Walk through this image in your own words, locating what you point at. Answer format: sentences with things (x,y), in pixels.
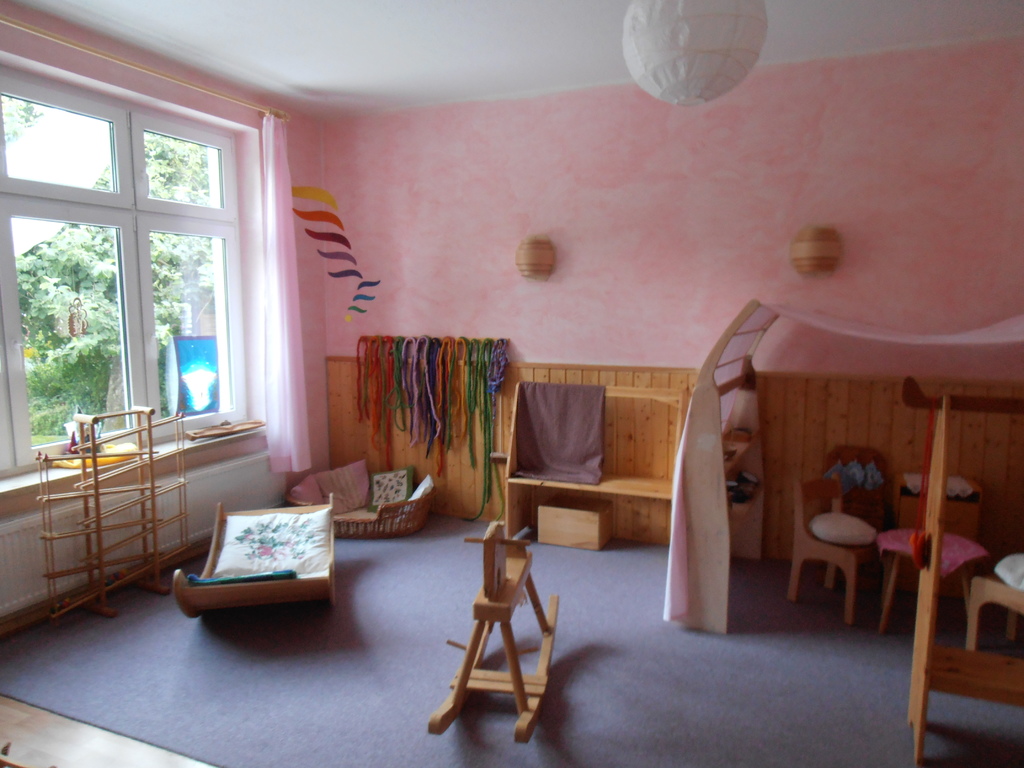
This picture is clicked inside. In the foreground (248,592) we can see the chairs (1001,581), table (904,541), wooden basket (403,519) and some wooden items (234,603) are placed on the ground (285,712), the ground (269,724) is covered with the floor mat (179,691). At the top (537,52) there is a roof (592,43) and an object (697,43) hanging on the roof (304,24). In the background (657,191) we can see the wall (465,278) and some objects (447,343) are hanging on the wall (624,220). On the left corner (151,159) we can see the window (116,174) and through the window (122,243) we can see the outside view consists of trees (74,294) and plants (68,367).
